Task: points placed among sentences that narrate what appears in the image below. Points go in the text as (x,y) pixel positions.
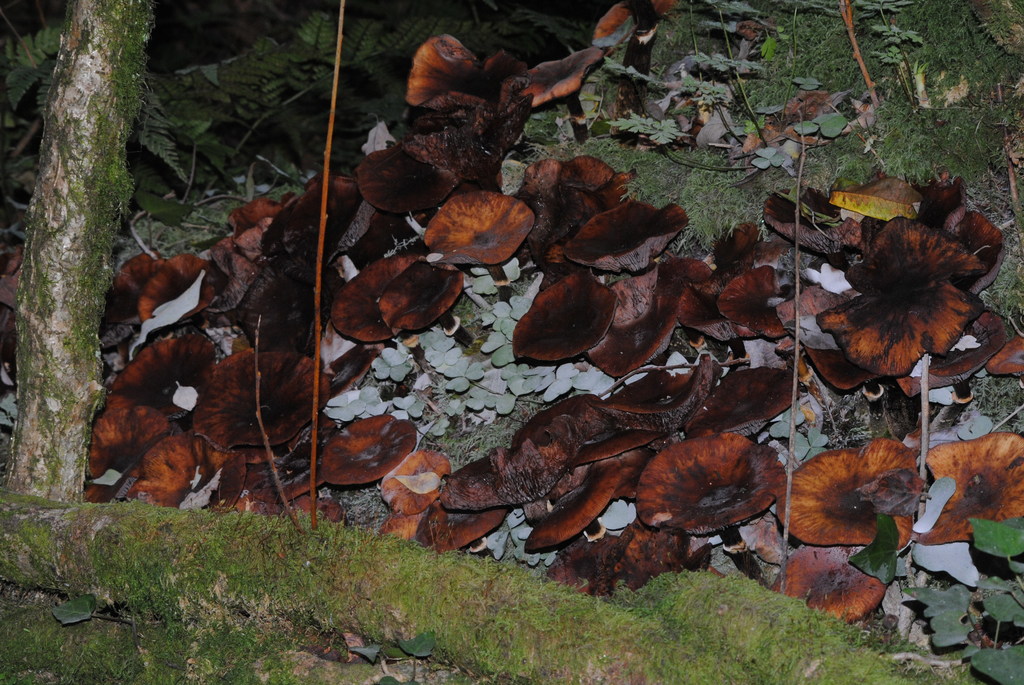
In this image I can see brown colour mushrooms (791,388) and green grass (922,40). I can also see tree trunks (106,289) over here.
